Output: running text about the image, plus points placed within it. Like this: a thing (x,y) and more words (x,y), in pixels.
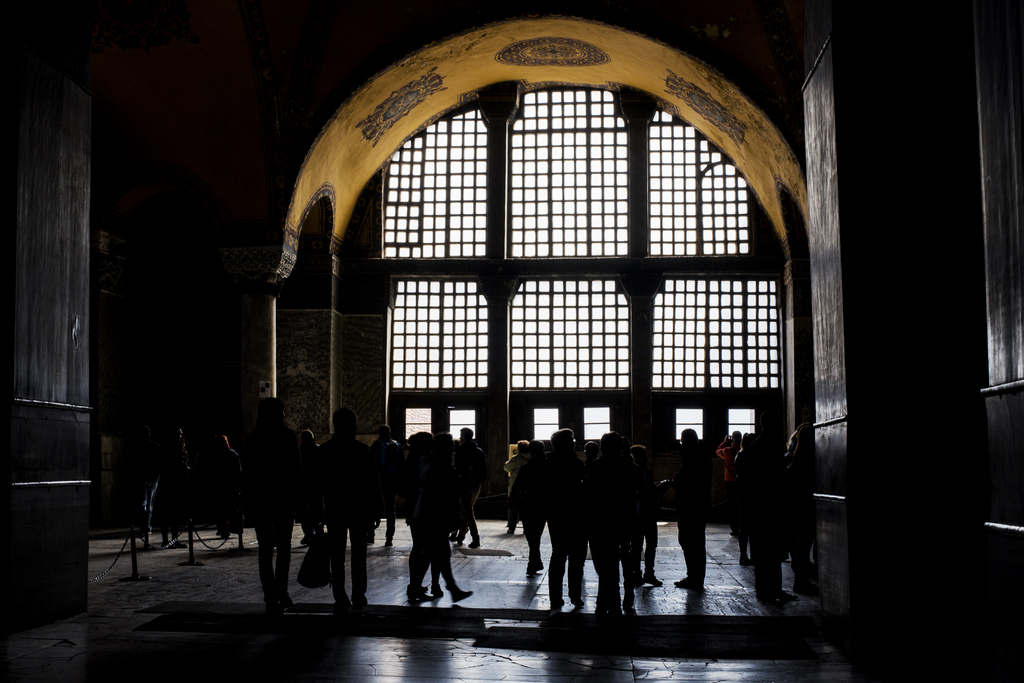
In this image I can see group of people (454,594) standing, background (322,161) I can see the arch (415,107) and I can also see the railing (731,287). The sky (543,151) is in white color.
